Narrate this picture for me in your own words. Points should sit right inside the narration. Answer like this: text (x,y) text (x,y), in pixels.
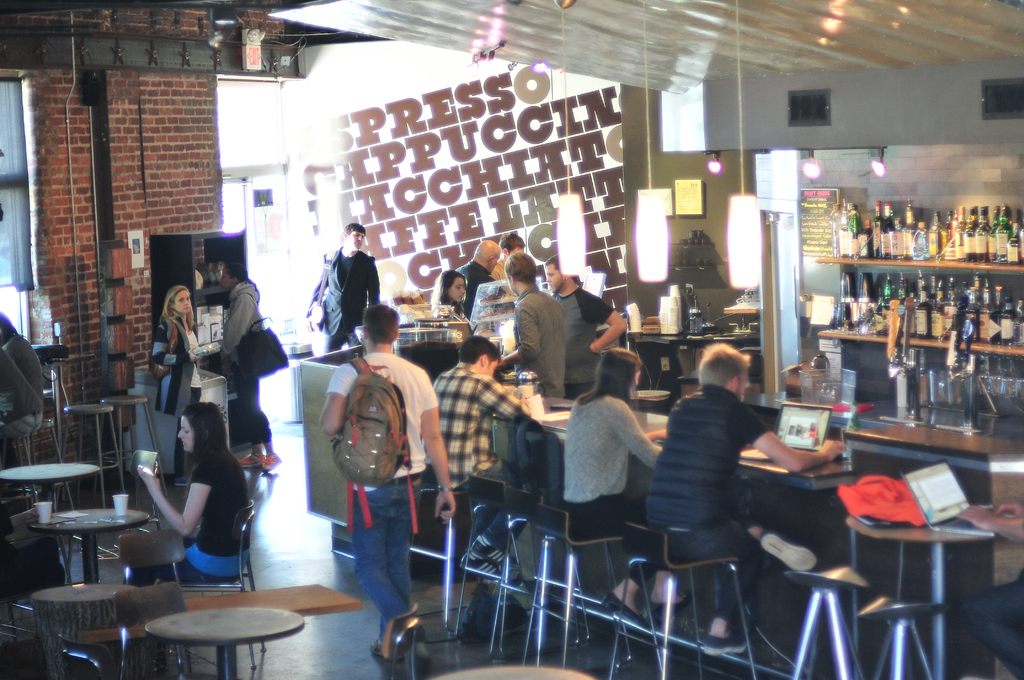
In this image I see people (333,272) in which most of them are standing and few of them are sitting on chairs (665,620) and I can also see there are tables (224,676) in front of them on which there are cups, laptops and few things (844,487). In the background (679,204) I see the wall (470,115), racks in which there are bottles (851,208) and other things (815,302), I can also see the lights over here.
